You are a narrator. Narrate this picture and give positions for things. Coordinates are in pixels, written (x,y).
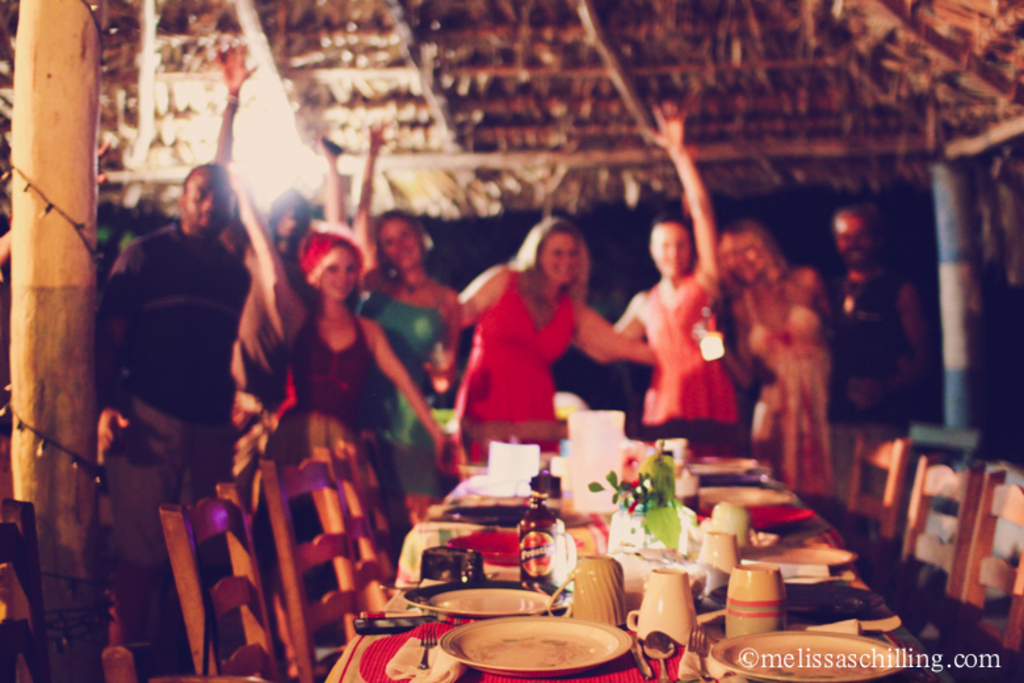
This is a blur picture of a group of people (199,204) who are standing behind the table (625,451) and on the table (638,487) we have a small plant (661,447), plates (740,672), cups (753,584) and some things (417,631).
